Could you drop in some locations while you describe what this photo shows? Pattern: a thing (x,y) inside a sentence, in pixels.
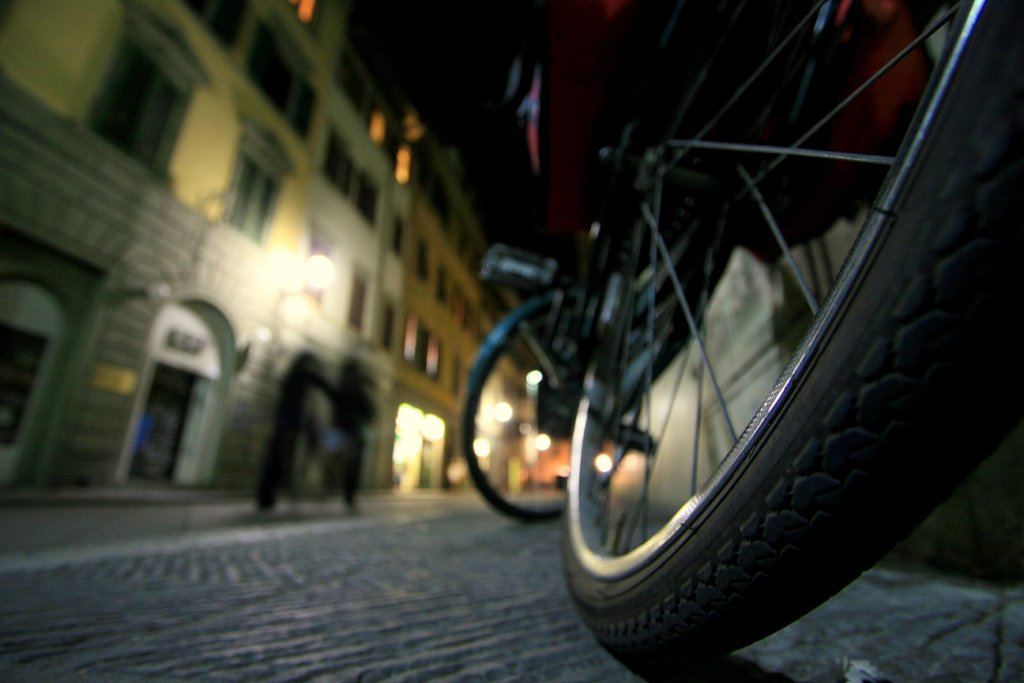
To the right side of the image (736,62) there is a bicycle (552,335). In the background of the image (304,205) there are buildings (384,365). In the center of the image (358,369) there is a road (469,496) on which there are two persons (305,417).
